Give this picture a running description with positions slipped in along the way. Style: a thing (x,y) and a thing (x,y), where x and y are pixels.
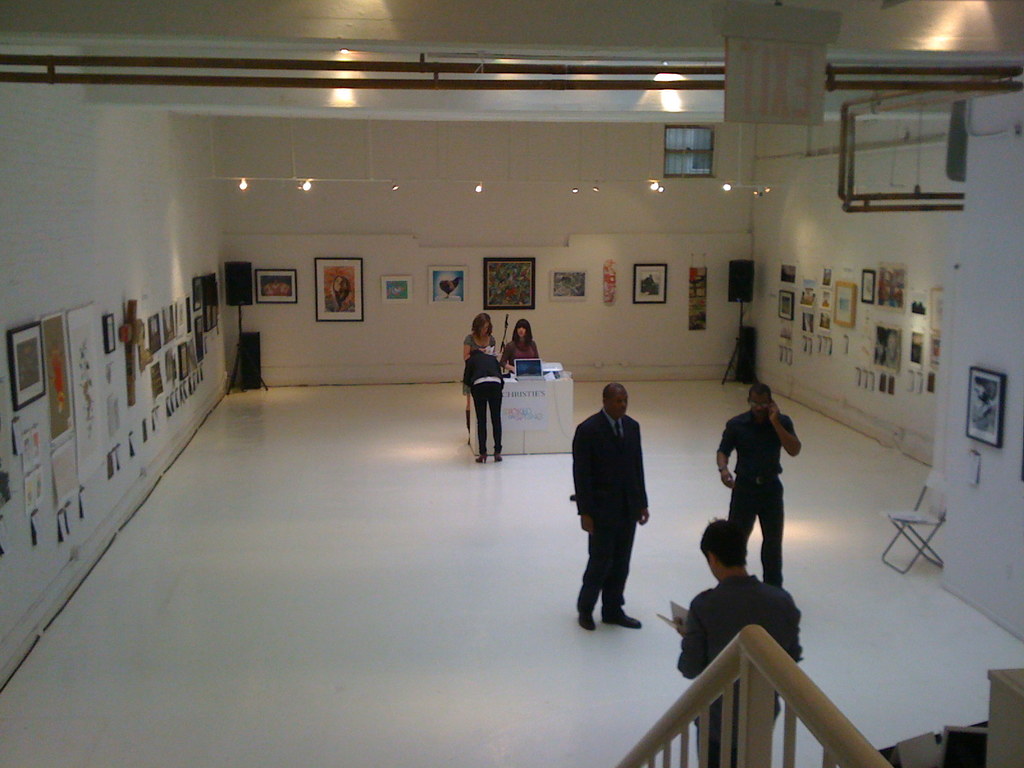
In this image there are people (612,474) standing on a floor (451,445), in the background (949,375) there are walls (956,332), for that wall (949,358) there is a photo frame (53,425), near the walls (415,339) there are speakers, in the middle (531,387) there is a table (531,387), on that table (520,383) there are few objects (521,378), at the top (298,110) there is a ceiling (263,114) and lights (241,183).
